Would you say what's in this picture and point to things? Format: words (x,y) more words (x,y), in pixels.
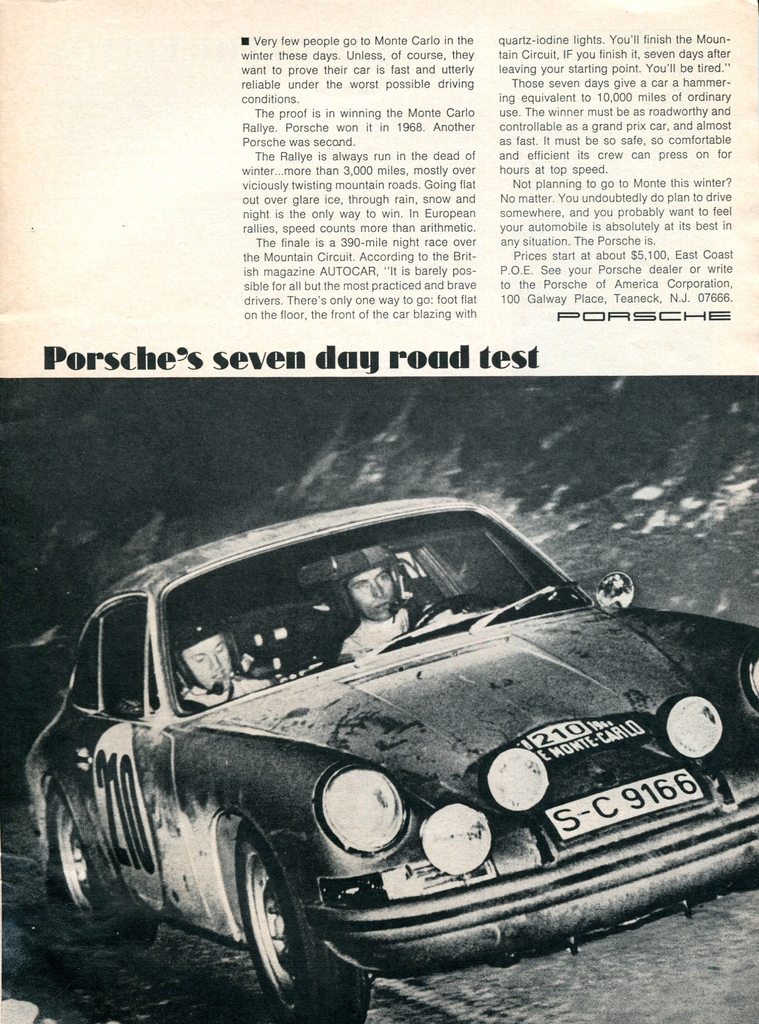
This is an image of the paper (718,150) in book (645,176) in which we can see there is some text (276,199) and a picture (427,951) of person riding car (297,553).
